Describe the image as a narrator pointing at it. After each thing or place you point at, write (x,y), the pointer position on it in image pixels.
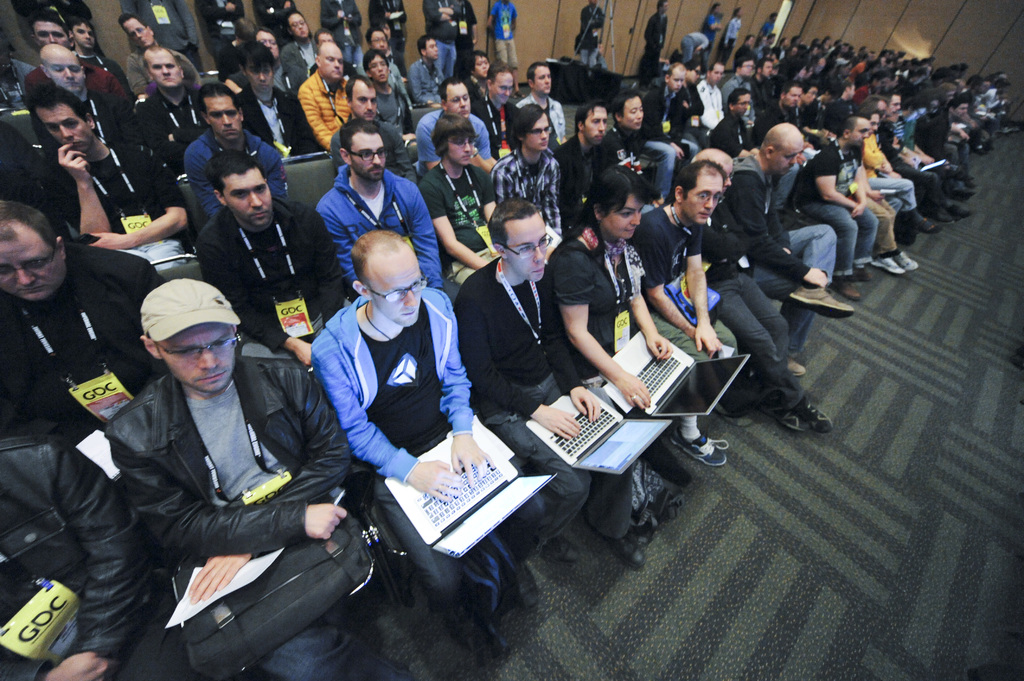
In the picture I can see these three persons (486,350) are holding laptops (520,491) in their hands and sitting on the chairs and these people (841,236) are also sitting on the chairs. In the background (78,5), I can see these people (78,5) are standing near the wall (669,24).
